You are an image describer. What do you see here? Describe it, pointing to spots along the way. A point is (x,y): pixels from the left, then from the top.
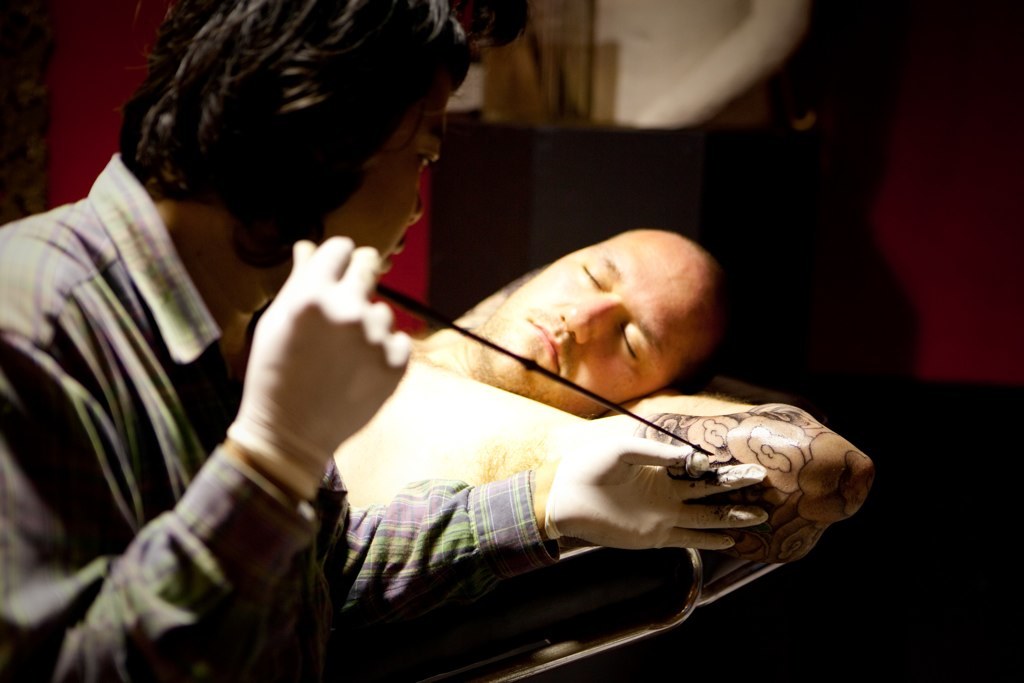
In this image, I can see a person (513,424) lying and another person (357,532) is holding an object (667,433). It looks like a tattoo (776,444) on a person's hand (769,458). In the background (604,206), I can see an object (664,34).
